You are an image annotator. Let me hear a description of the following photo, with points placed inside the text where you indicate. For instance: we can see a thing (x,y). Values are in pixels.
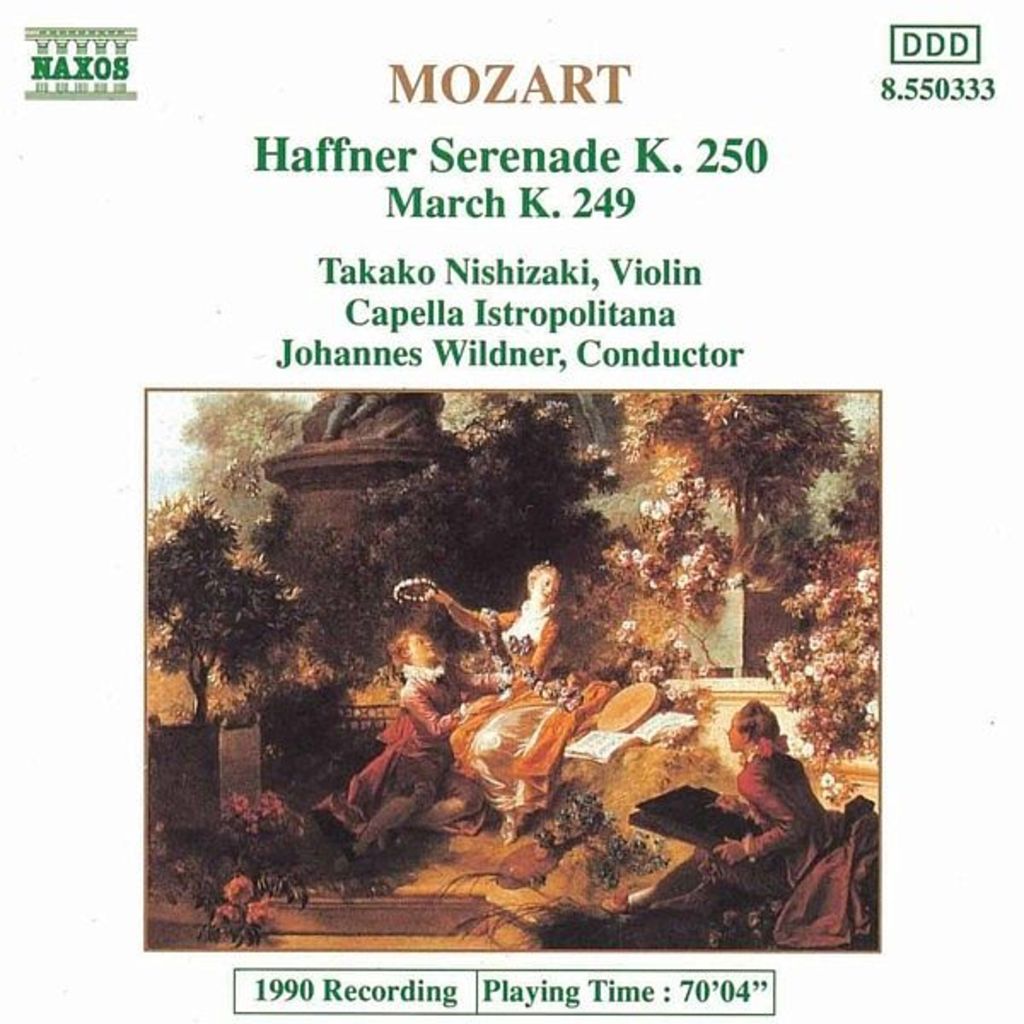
In this image we can see a poster (692,437) on which we can see a image of a few people (359,775) here, we can see the wall (768,692) and trees (248,635). Here we can see some edited text (126,81).
